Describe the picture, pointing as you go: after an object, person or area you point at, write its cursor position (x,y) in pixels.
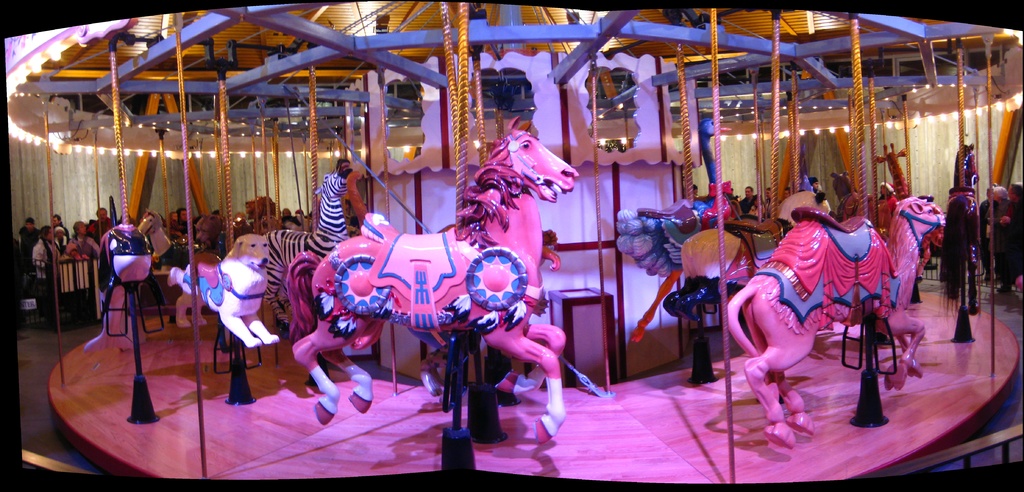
In the center of this picture (378,230) we can see a child carousel (566,448) containing the toys of animals (503,249) and metal rods (686,76) and we can see the group of persons (85,227), lights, metal rods (962,126) and many other objects (587,294).
